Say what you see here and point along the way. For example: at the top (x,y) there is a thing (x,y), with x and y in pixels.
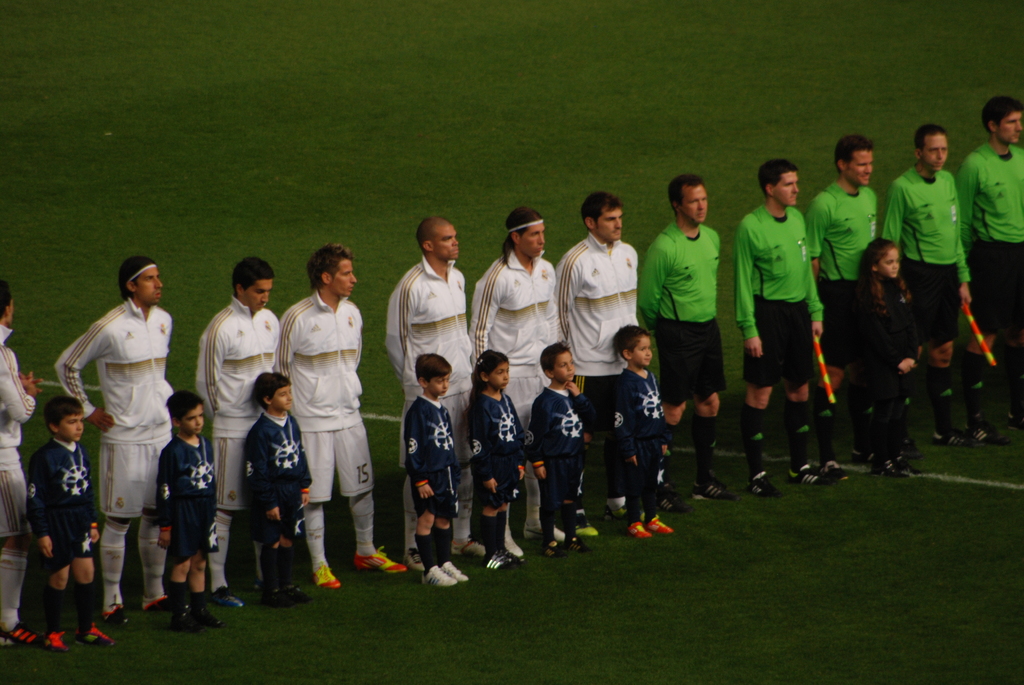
In this image in the center (574,328) there are some people (574,328) standing, and some of them are wearing white jersey (122,334) and some of them are wearing green jersey (696,297). And also there are some children (69,431), at the bottom (744,581) there is ground (787,566).
